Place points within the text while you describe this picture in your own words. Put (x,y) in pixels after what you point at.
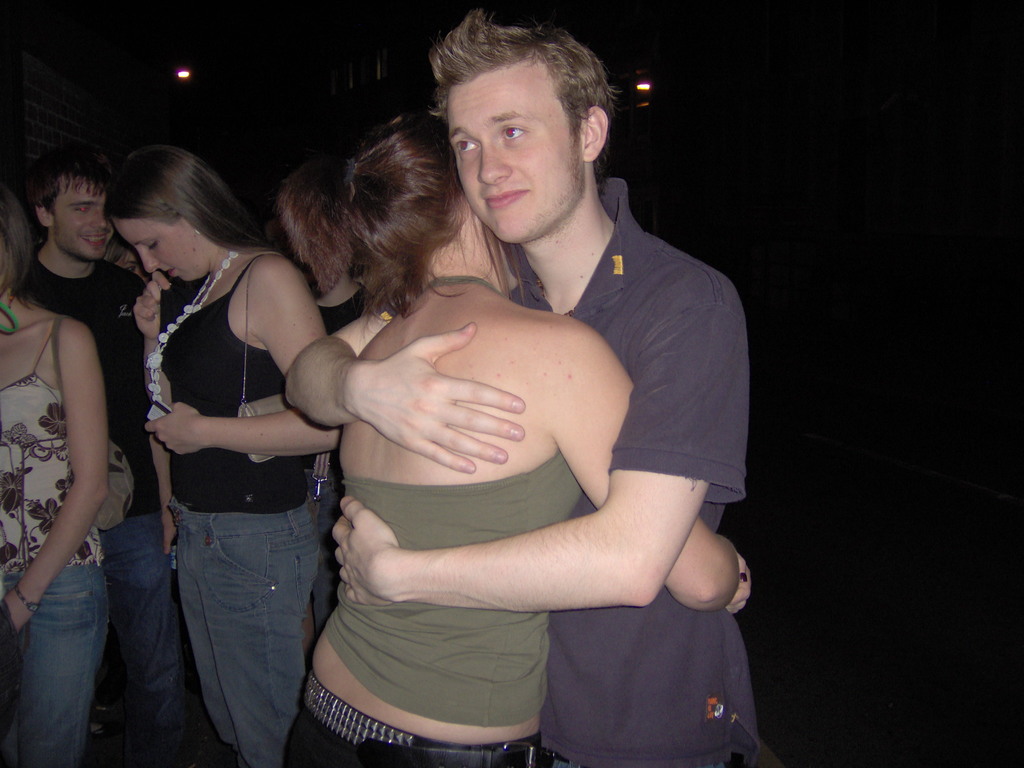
In the center of this picture (570,436) we can see a woman (496,522) and a man (574,287) standing and hugging each other. On the left (134,304) we can see the group of people (174,483) standing. The background of the image (659,99) is very dark and we can see the lights (646,86) in the background (634,82).
